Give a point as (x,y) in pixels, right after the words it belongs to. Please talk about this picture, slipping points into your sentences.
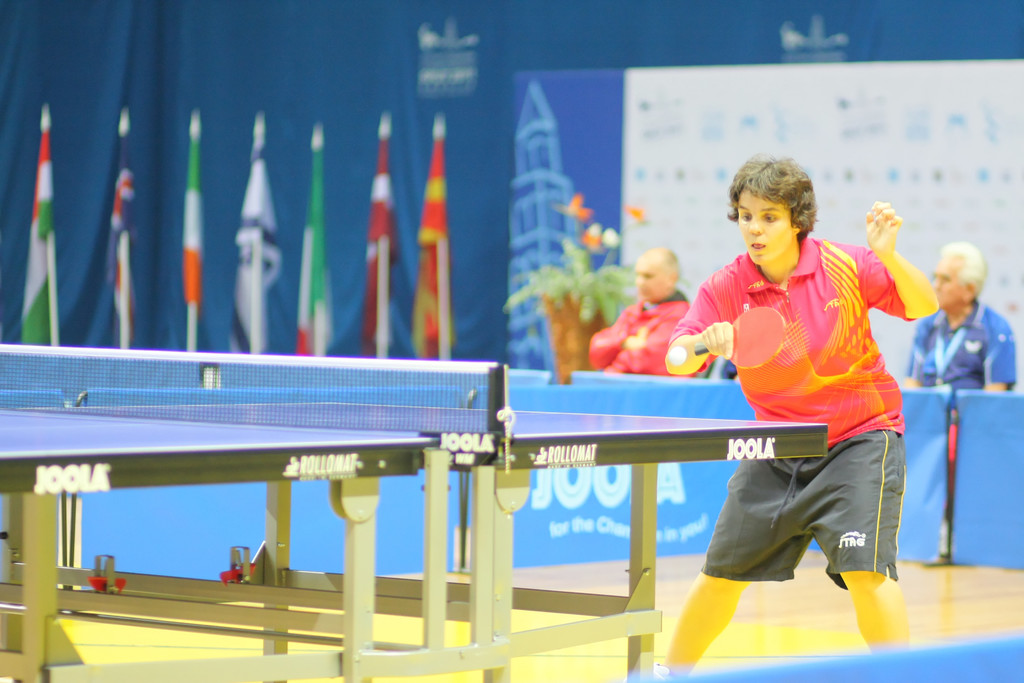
In this image i can see a person (830,338) wearing red t shirt (818,354) and black short (819,490) standing and holding a bat (762,342) in his hand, i can see a ball (680,358) over here and a table tennis (418,463). In the background (639,363) i can see few flags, 2 persons (619,338) and the board (855,114).
